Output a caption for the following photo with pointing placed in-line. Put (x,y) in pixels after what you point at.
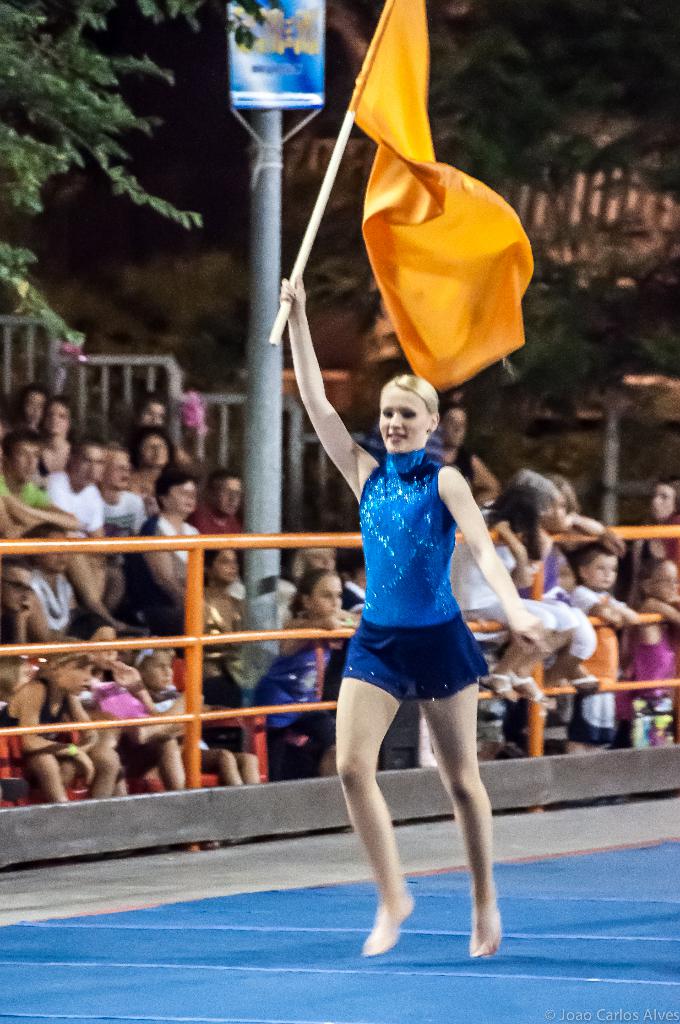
In this image we can see a woman (361,693) wearing blue dress (412,594) is holding a flag (370,79) in her hand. In the background (75,476) we can see group of people (59,473) sitting. A iron barricade (195,747), pole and group of trees (316,267).
